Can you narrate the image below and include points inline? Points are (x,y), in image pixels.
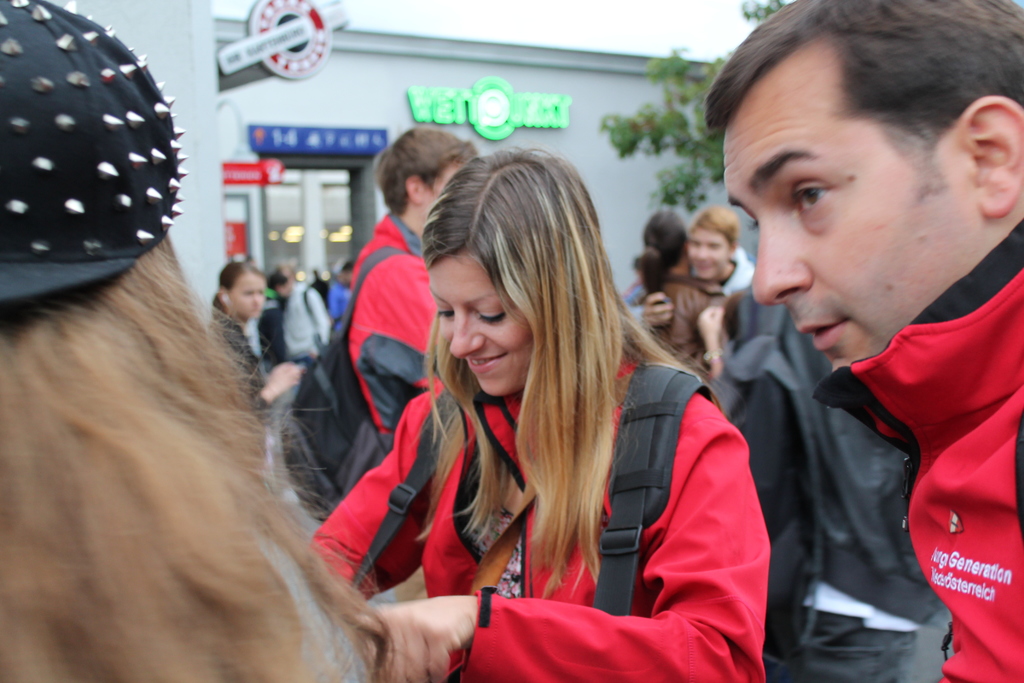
In this image there is a group of people (360,556) behind them there is a building (595,162) and tree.
